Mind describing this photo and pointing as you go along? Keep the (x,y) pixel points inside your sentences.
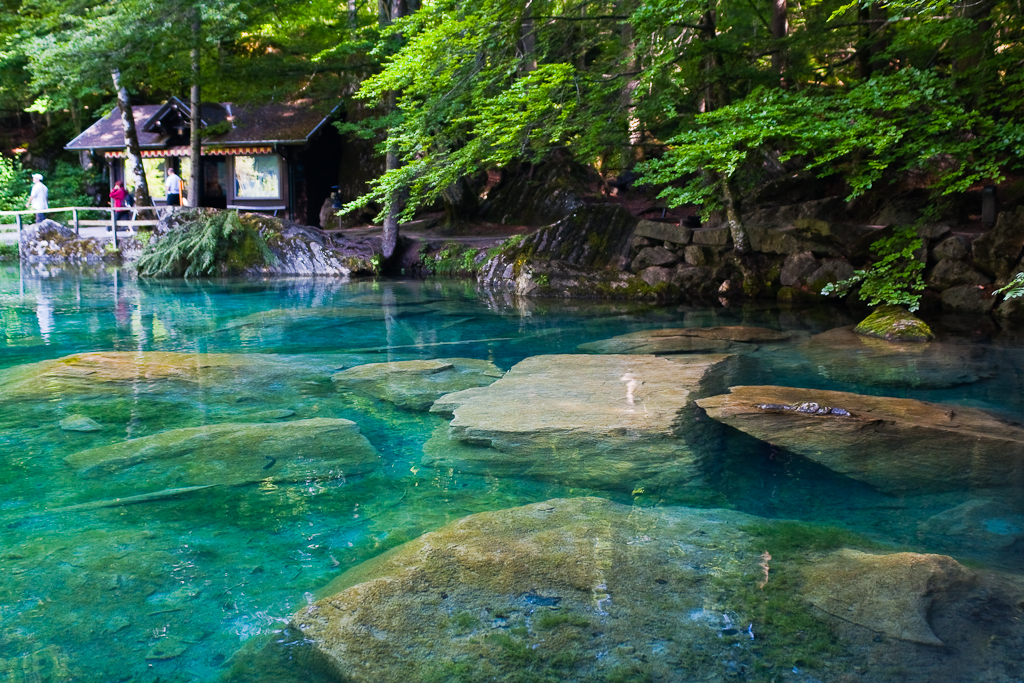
In this image there is water (297,556) having few rocks (706,536) in it. Few persons (125,212) are walking behind the fence (127,220). Behind them there is a house (219,139). Background (759,134) there are few trees (668,173). Right side (763,260) there is wall (959,297).
